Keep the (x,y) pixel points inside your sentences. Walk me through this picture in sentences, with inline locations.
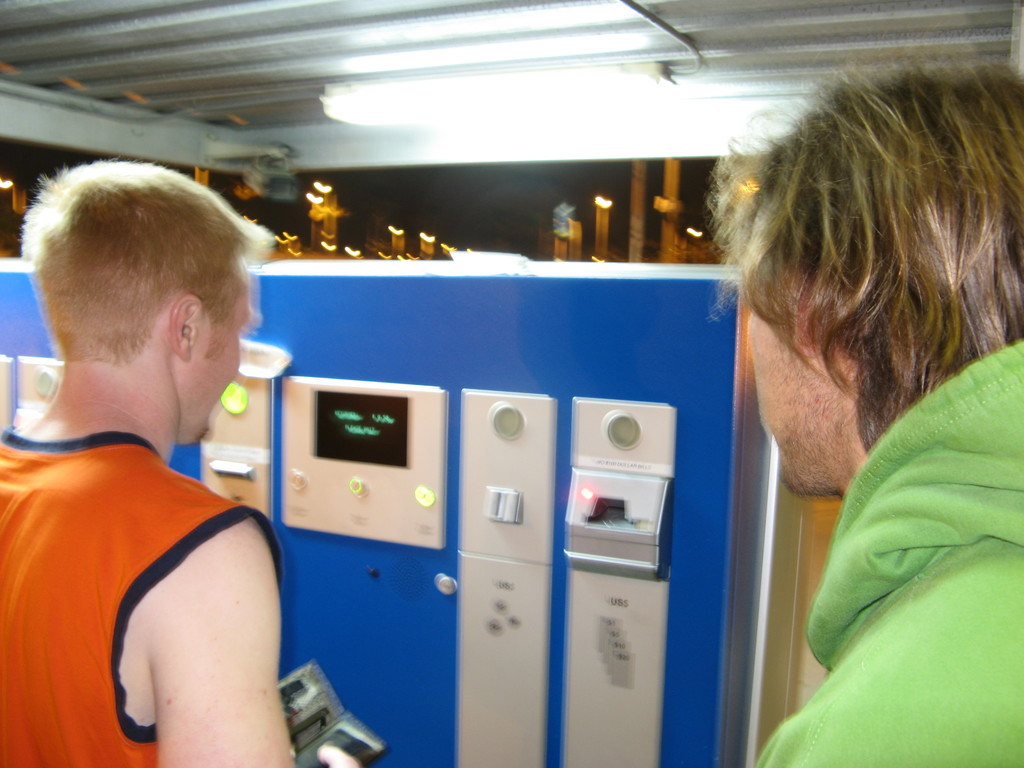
In this picture I can see two person's (271,682), a person (272,704) holding an item (332,727), there is an electronic machine (389,446) with a screen (395,417), there are lights (512,89).
